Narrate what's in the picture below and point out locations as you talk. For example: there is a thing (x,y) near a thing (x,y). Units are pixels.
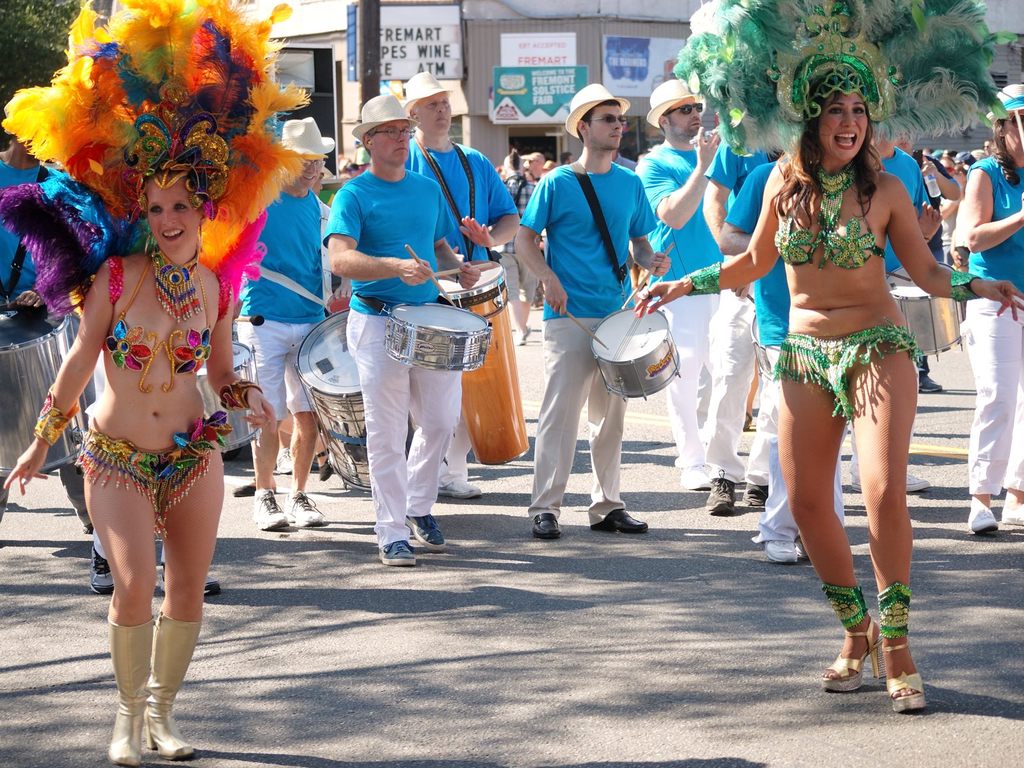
In this picture there two girls (142,494) were dancing. And some of the men (518,217) are wearing the blue t-shirt (369,211) and white pants (381,401) and there are playing the drums (458,310). And those men (605,109) are wearing hats (389,121) on their heads (369,130). In the background (581,37) there are some stores (502,74) with the posters (537,68). And there is a pole (368,40). And all the men (296,450) were wearing the shoes (543,524).
